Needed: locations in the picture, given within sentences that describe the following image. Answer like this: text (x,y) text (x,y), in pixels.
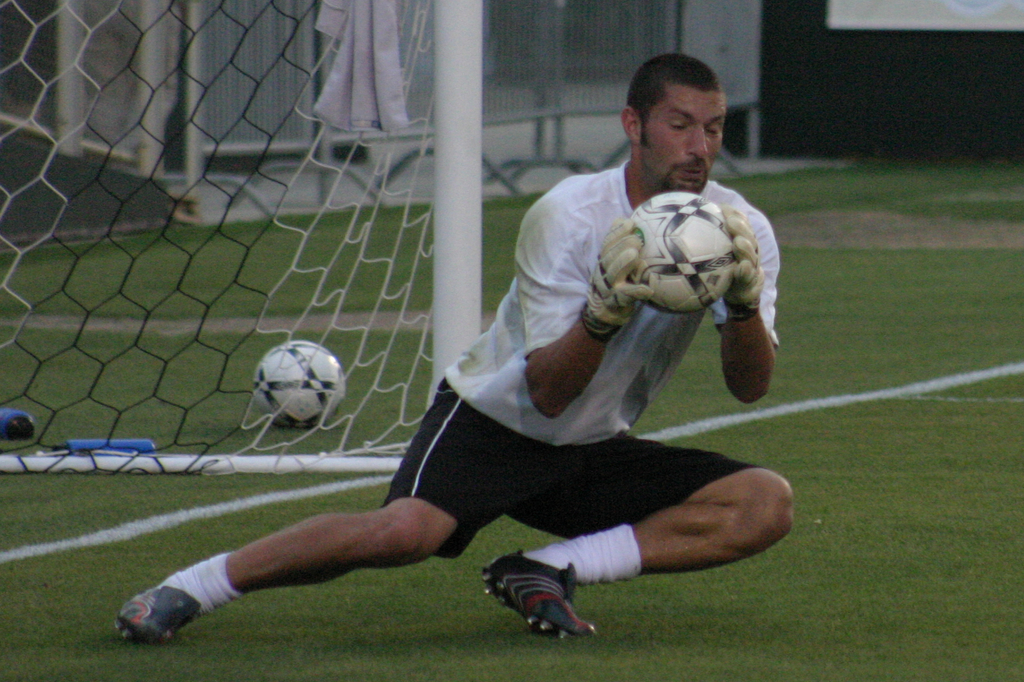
This picture shows a man (562,390) holding a ball (663,257) in his hands (643,266), in front of a goal post (246,215) in a football game. He's wearing gloves (613,273). He's on the ground (266,593). In the background (573,64) there is a railing (568,68) and a ball (293,382) here.
